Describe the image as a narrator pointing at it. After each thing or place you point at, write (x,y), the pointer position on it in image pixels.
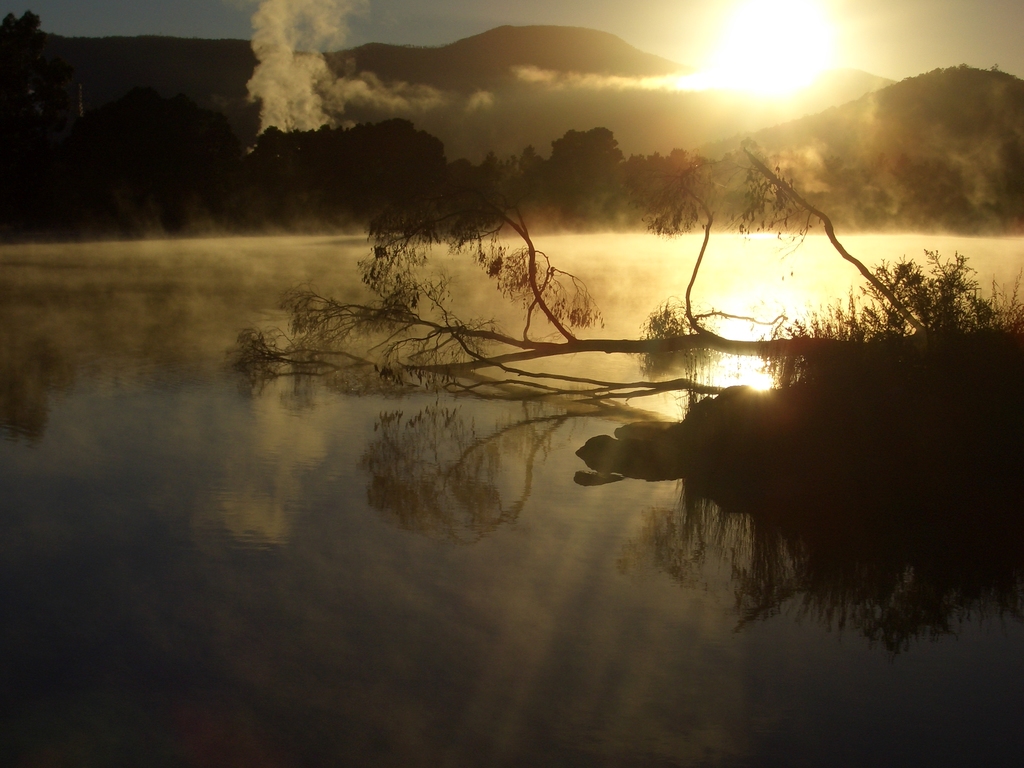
In this image there is the water (264,382). To the right (925,332) there are branches (449,330) of a tree (596,348). In the background (259,148) there are trees (190,165) and mountains (515,95). At the top (313,18) there is the sky (237,33). There is smoke (311,28) in the image. In the top right (804,31) there is the sun (772,41) in the image.
